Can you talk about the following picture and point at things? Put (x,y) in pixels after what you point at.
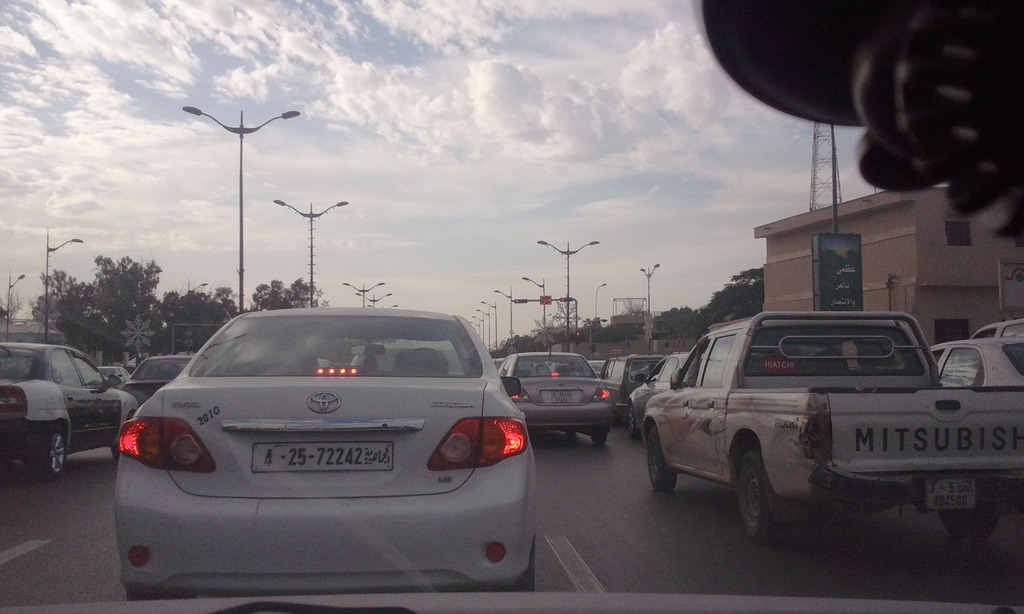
In this image, there are a few vehicles (727,359), poles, trees (166,332). We can see some boards (829,242) and the ground (622,545). We can also see the sky (396,149) with clouds (544,73). We can see a building (977,232) and an object (862,41) in the top right corner (867,140). We can also see a tower (813,182).
